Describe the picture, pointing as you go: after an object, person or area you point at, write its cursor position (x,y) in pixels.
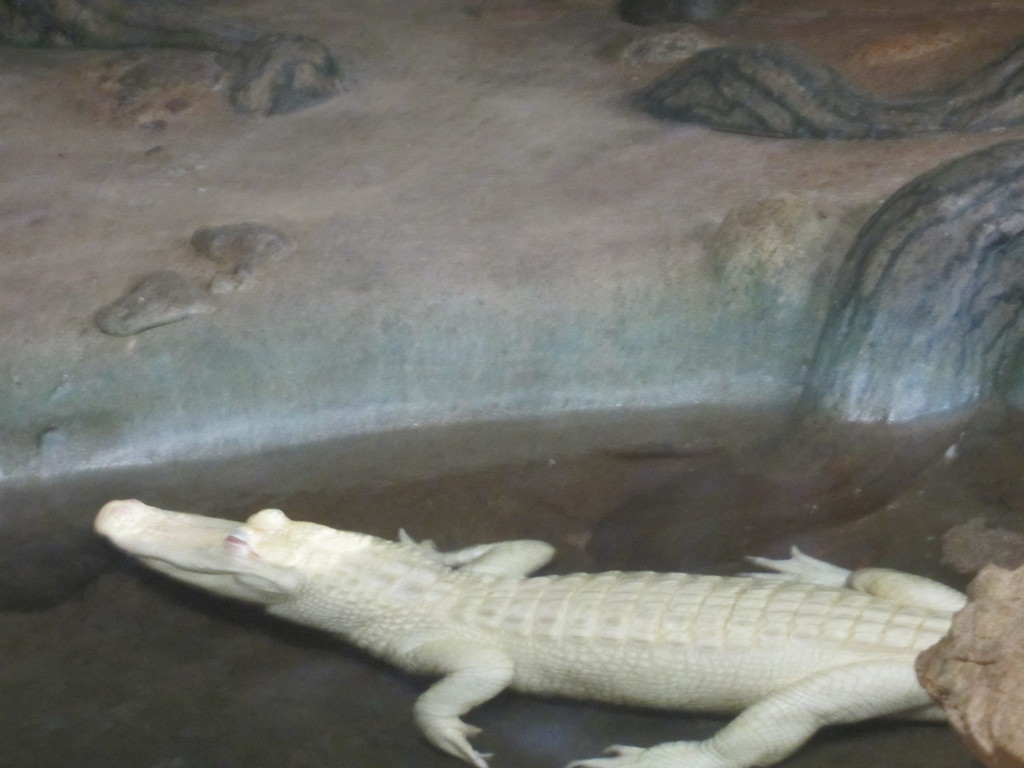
In this image we can see crocodile (431,616) in water (491,526).
